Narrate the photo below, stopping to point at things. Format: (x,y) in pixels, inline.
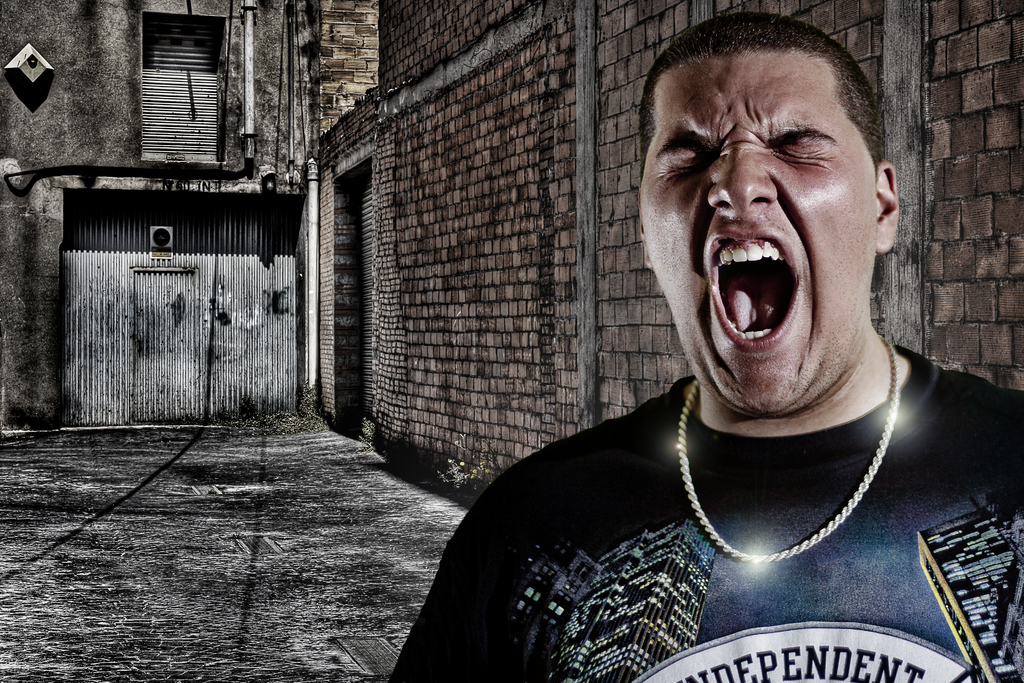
In this image we can see a shed (282,290), walls (414,229), pipelines (295,172) and a man (584,486) standing on the floor (293,526).
